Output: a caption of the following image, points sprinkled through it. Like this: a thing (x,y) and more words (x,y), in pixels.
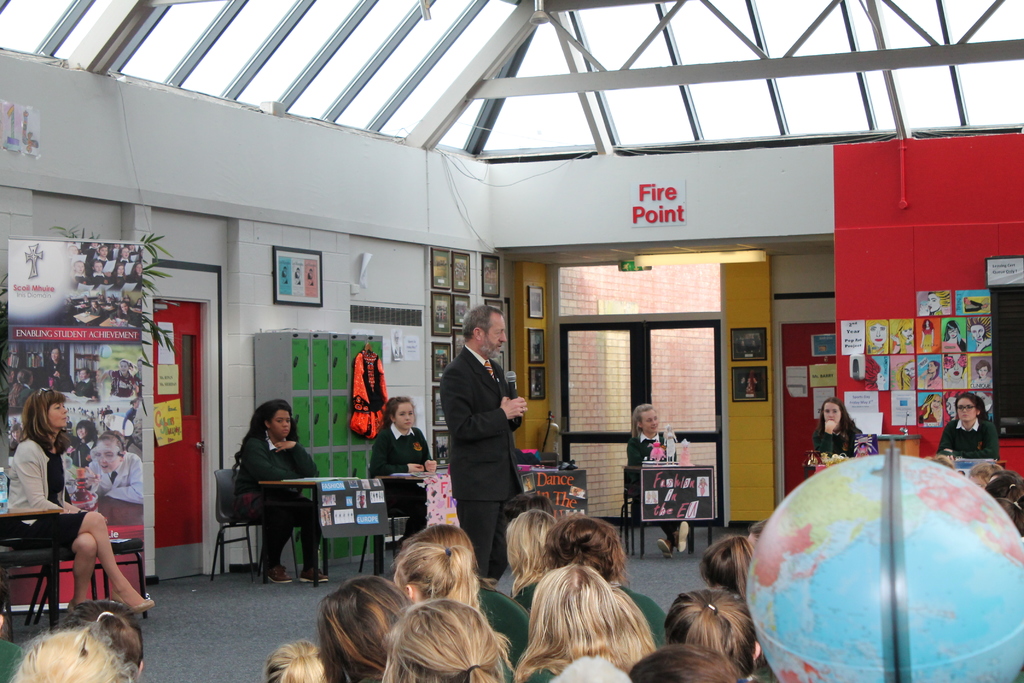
On the right side (809,616) there is a globe (836,509). Two persons (844,427) are sitting. And there is a board (873,259) with some posters (913,349). Another person (494,399) is standing and holding a mic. In the back (58,487) some persons (402,459) are sitting on chairs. Also there are boards (687,499) with something pasted on that. There are many people (468,601) sitting. There is a banner (76,350). Also there is a shelf (329,406). On that something is hanged. And there are doors (713,370). There is a wall (742,363). On the wall (389,387) there are photo frames (291,277) and something is written.
